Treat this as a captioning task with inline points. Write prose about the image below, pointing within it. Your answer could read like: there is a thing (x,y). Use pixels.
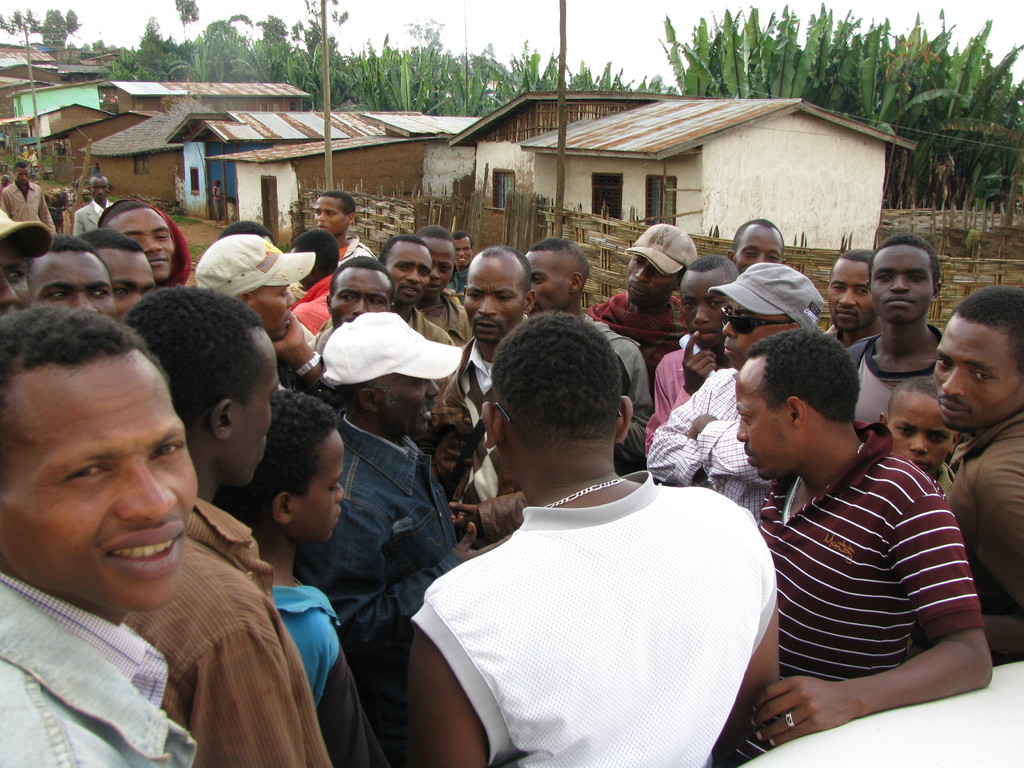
In this image I can see group of people (425,538) standing. In the background (721,231) I can see few houses (152,148), electric poles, trees (783,83) in green color and the sky (642,48) is in white color.
